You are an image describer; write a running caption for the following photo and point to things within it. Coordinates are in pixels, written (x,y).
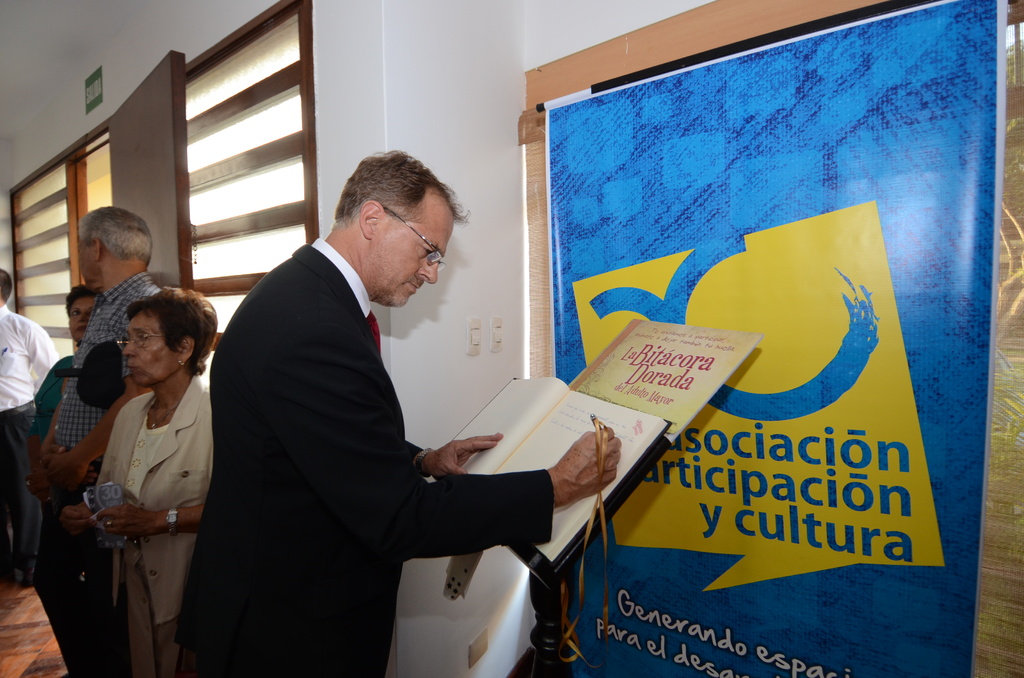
In this image I can see a person (349,339) holding a book (591,404) and holding a pen (594,417) and standing in front of the wall (404,383) and I can see there are four persons (134,420) standing in front of the window (219,189) on the left side (81,295) and on the right side (786,232) I can see a blue color board (954,273), on the board (991,198) I can see text (787,452).
